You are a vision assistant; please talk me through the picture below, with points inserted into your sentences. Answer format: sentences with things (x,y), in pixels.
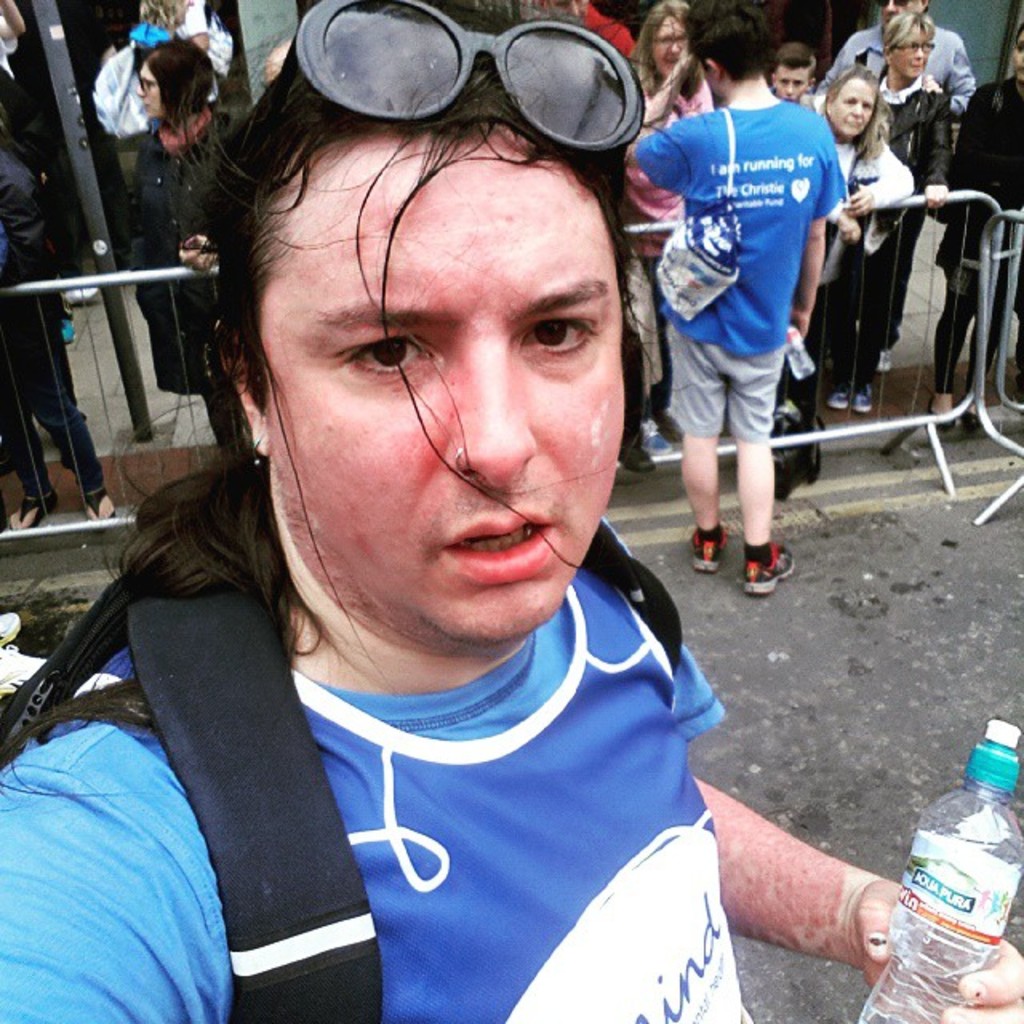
In the image I can see a person (352,654) who is wearing the backpack (138,612), spectacles (619,129) and holding the bottle (932,827) and the other person (765,203) who is standing in front of the fencing (97,406) and also I can see some other people (866,260) who are standing to the other side of the fencing (178,477).
